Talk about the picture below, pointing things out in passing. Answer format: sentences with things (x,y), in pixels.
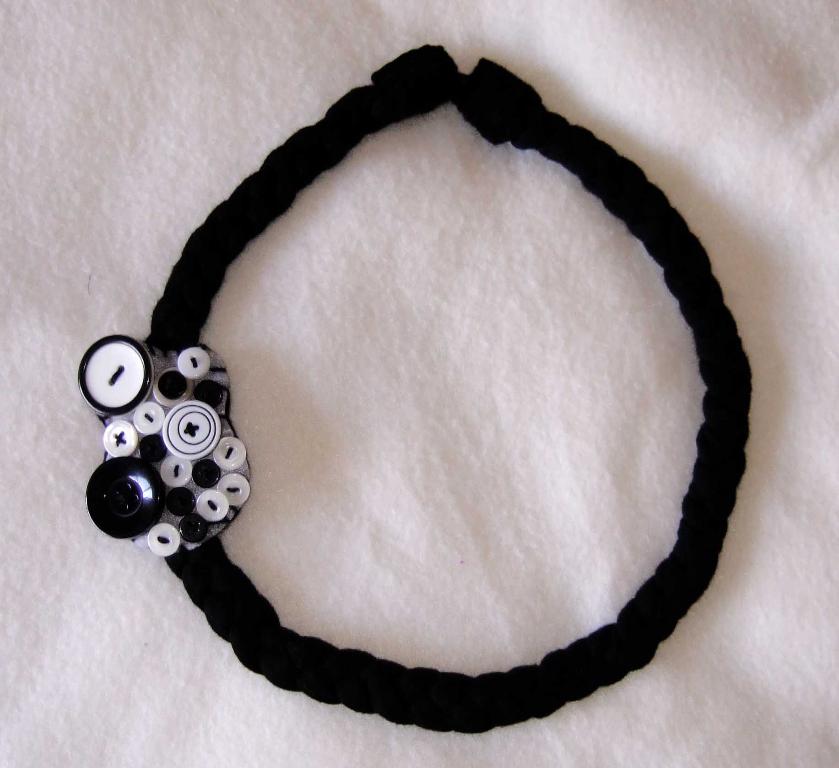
In this image there is a hair band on the white color cloth (713,155). On the left side (165,432) there are buttons (172,441) which are stacked one above the other.
